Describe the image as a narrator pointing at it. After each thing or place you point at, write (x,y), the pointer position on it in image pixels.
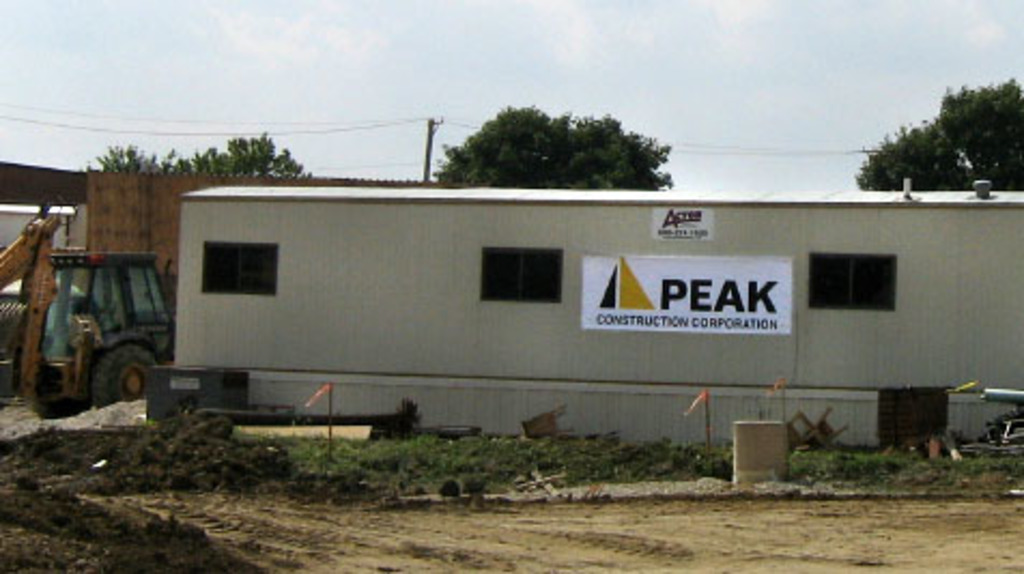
Front portion of the image we can see shed (727,229), banners (679,218), barrel (746,448), grass (422,452), flags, vehicle (172,348) and things (994,443). Background (507,83) portion of the image there is a pole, trees (526,157) and cloudy sky (574,68).
